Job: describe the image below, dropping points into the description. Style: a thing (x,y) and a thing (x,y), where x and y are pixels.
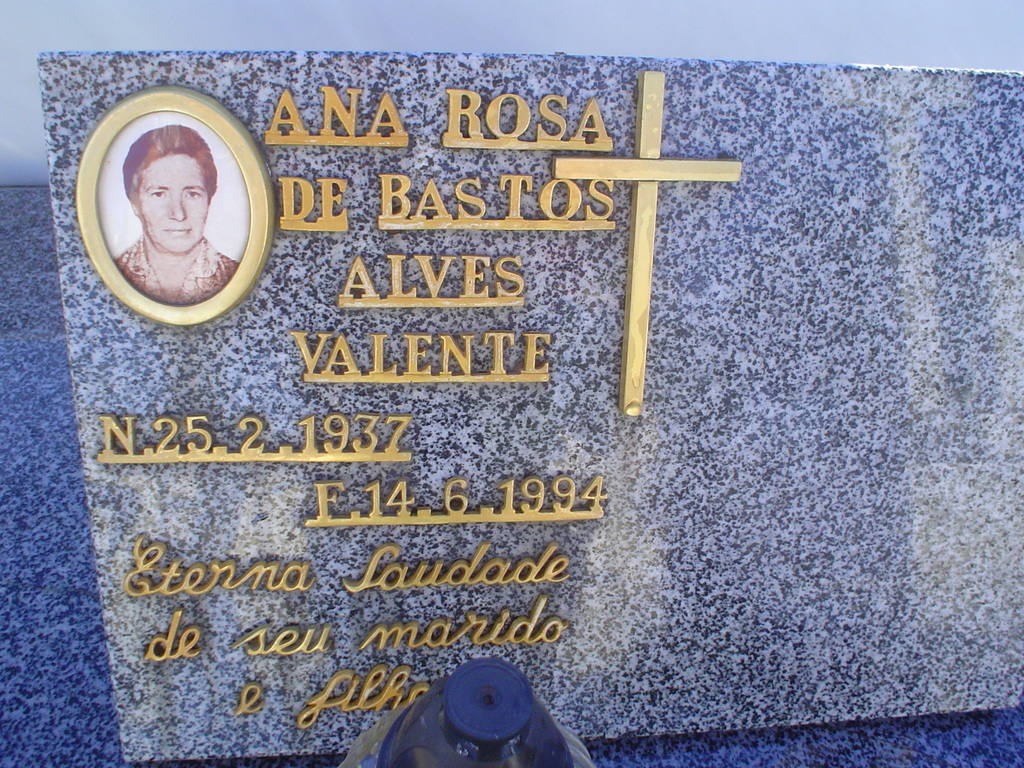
This image consists of a memorial stone (381,319) on which there is a photograph (213,196) along with a cross (637,185) and name (391,381). In the background (450,20), there is a wall (727,11).
